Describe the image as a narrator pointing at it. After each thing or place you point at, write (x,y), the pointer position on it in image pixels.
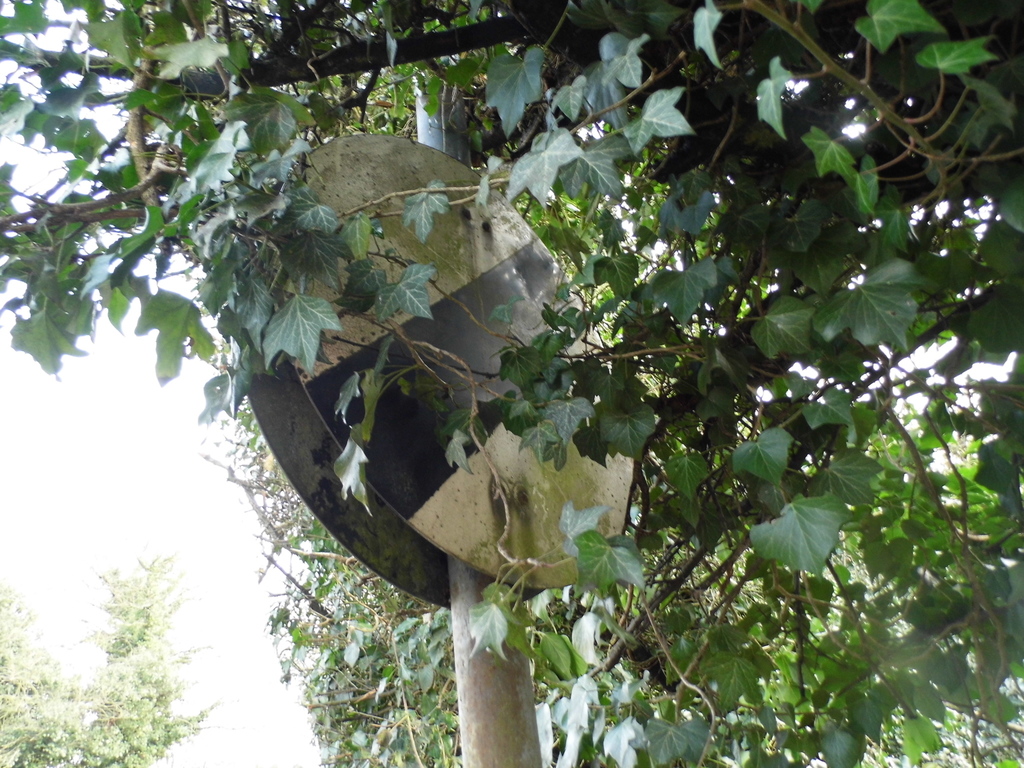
In this image in the center (467,388) there is a pole (465,702) and boards (392,400) and also there are some trees (153,572), in the background (162,631) there are some plants (133,664).
